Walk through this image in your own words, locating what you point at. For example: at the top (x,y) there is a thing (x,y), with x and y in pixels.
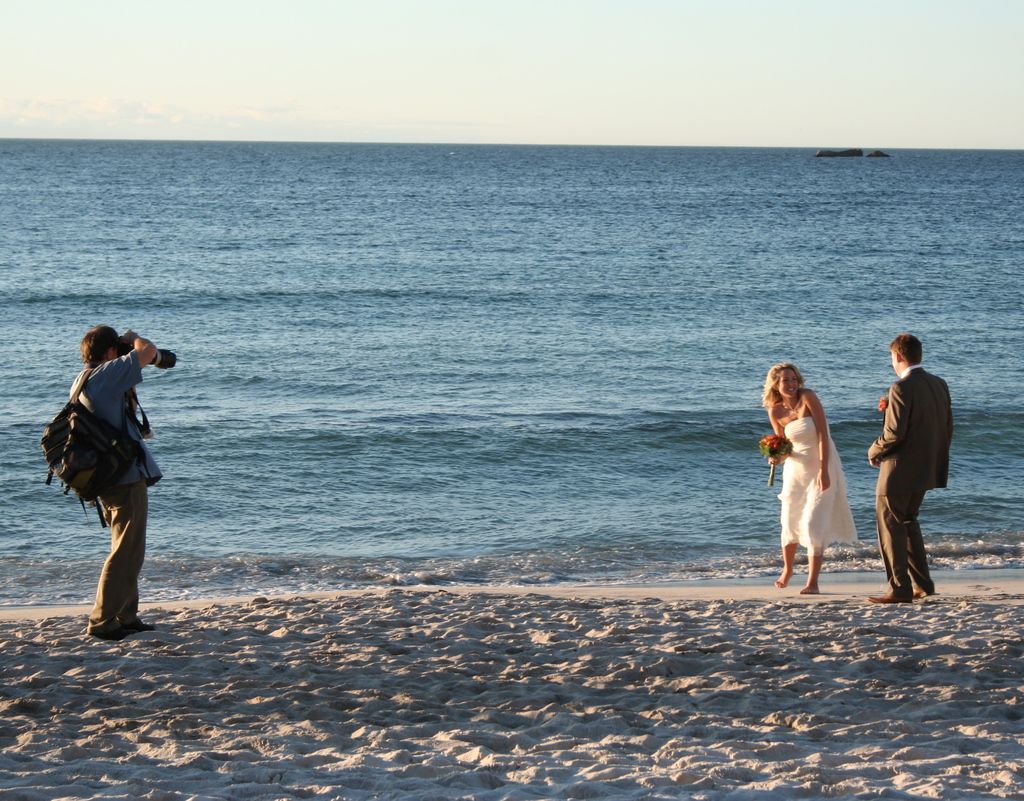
On the left (100,588) there is a man (105,572) standing on the sand (257,616) and carrying a bag (62,486) on his shoulder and capturing a man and woman (786,489) who are standing on the sand (829,630) on the right side (801,590). In the background (477,386) there is water (394,205) and sky (508,130). On the right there is an object (831,153) on the water (803,152).
